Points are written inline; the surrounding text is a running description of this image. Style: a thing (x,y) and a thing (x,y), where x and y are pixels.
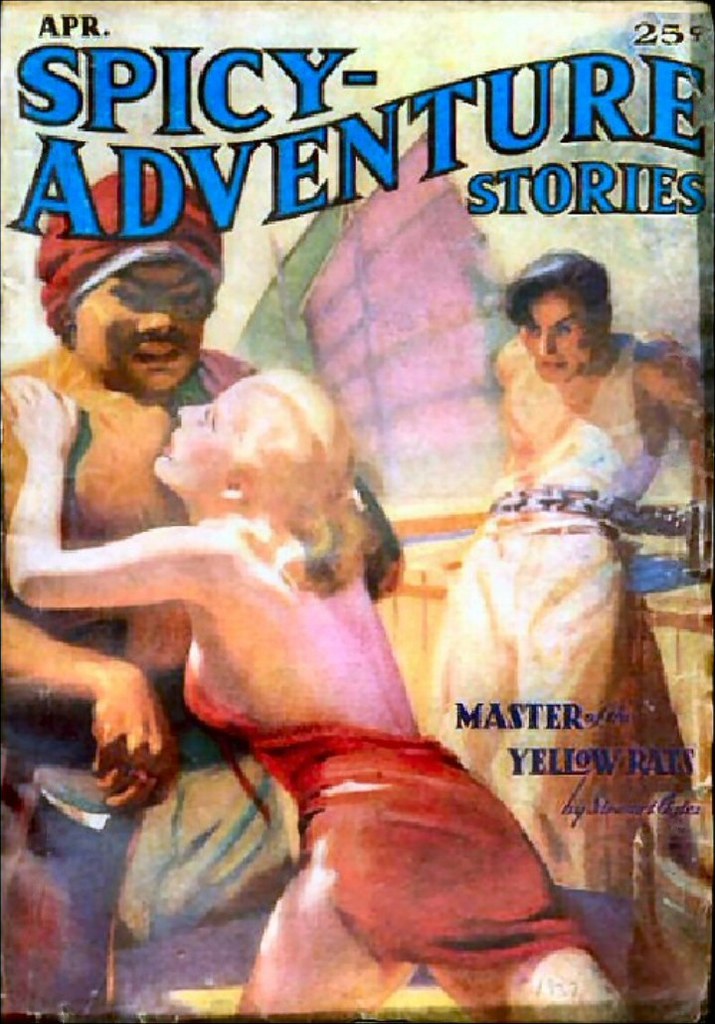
In this image there is a poster (363,513).
